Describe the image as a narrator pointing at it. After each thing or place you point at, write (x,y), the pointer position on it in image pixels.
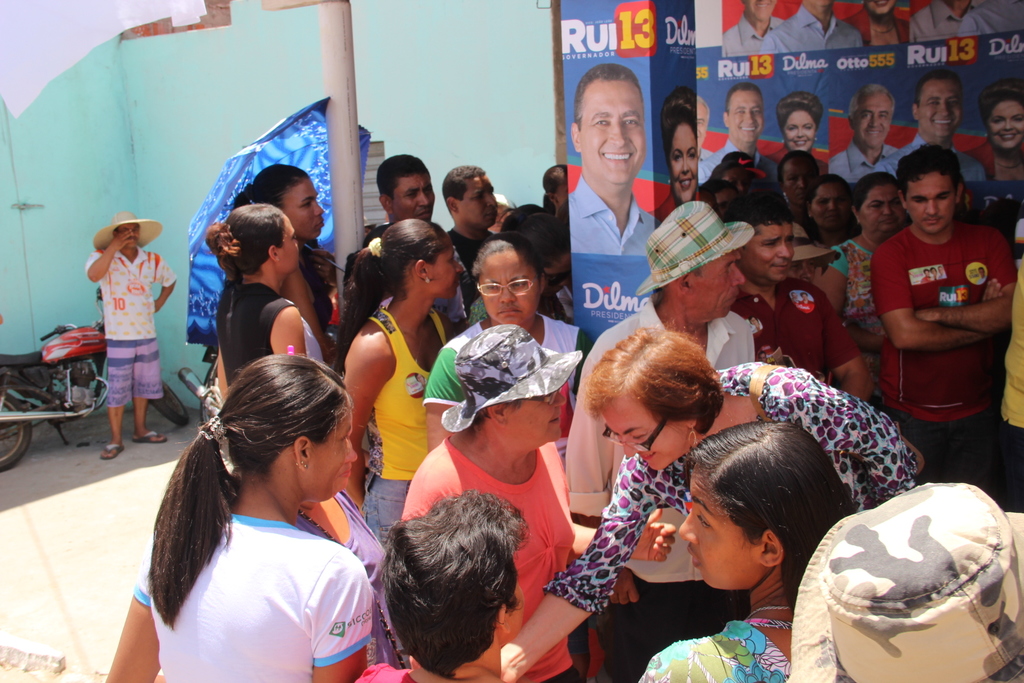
This image is taken outdoors. In the background (231,74) there is a wall (385,80). There is a pillar (342,213). There is a banner (751,93) with a text (614,49) and a few images of human (988,101) on it. There is a pole (332,142). Two bikes (81,385) are parked on the floor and a person (114,343) is standing on the floor (108,428). On the left side of the image (47,569) there is a floor (64,561). In the middle of the image (458,266) many people (377,387) are standing on the floor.
